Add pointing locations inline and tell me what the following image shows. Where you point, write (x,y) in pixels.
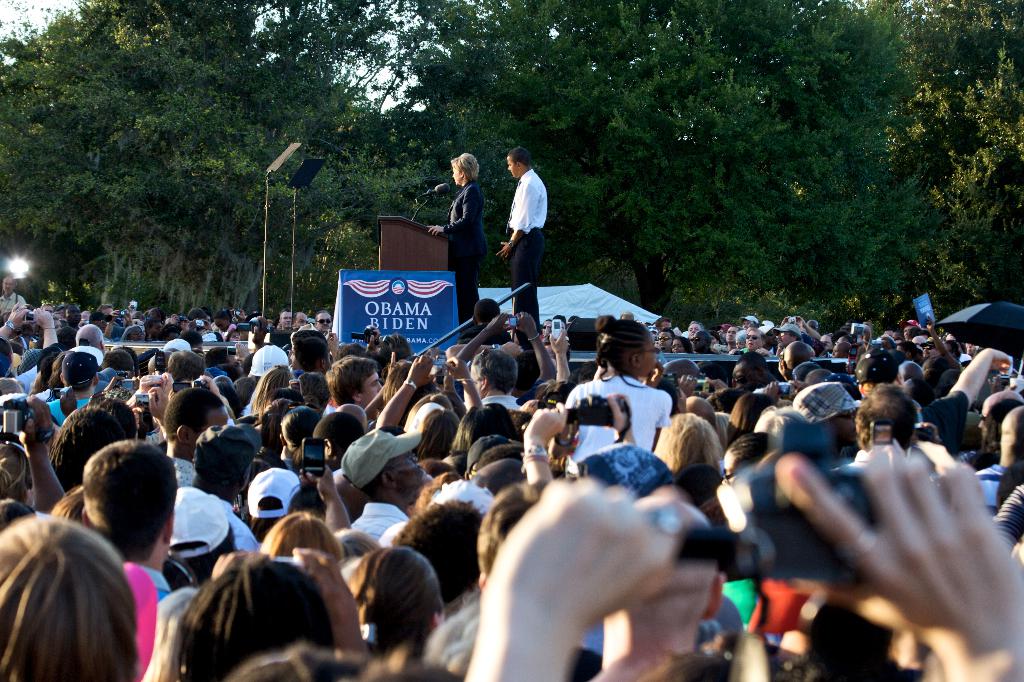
In this image we can see crowd of people (766,409). In the middle of the image (478,245) one woman (464,200) is standing. In front of her podium (414,238) and mic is there. And one board (418,275) is present. Background of the image (722,155) trees (373,160) are there.
